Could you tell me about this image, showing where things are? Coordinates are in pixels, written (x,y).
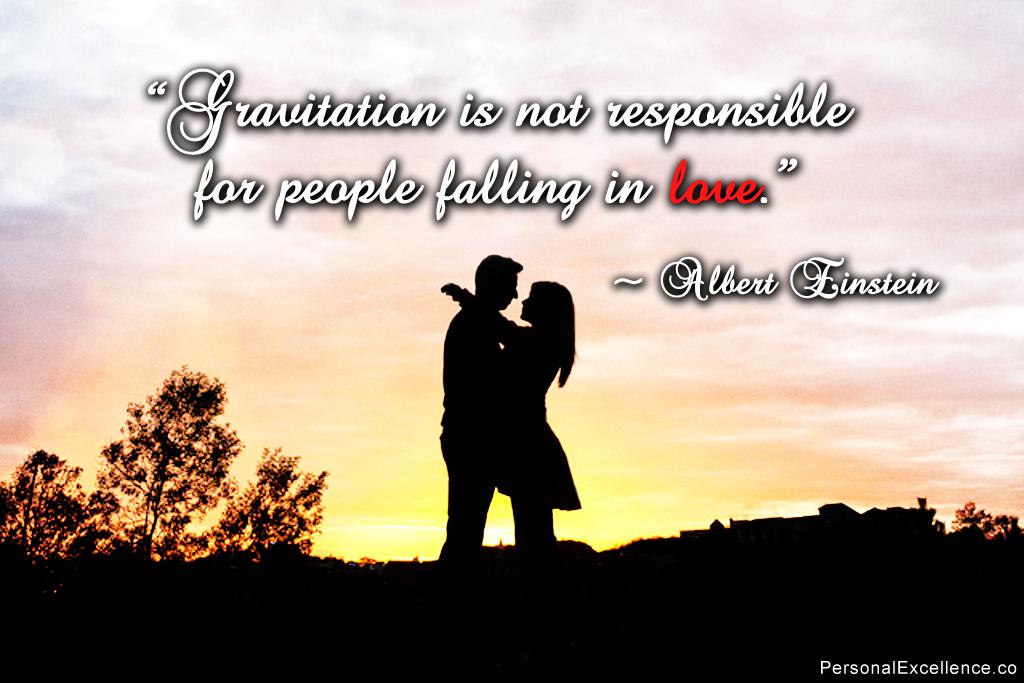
In the center of the picture (515,394) there are two person (534,509) standing. On the left (193,505) there are trees (227,504). On the right (979,519) there is a tree (958,518). At the top (505,160) there is text (488,177). Sky (135,199) is cloudy.
